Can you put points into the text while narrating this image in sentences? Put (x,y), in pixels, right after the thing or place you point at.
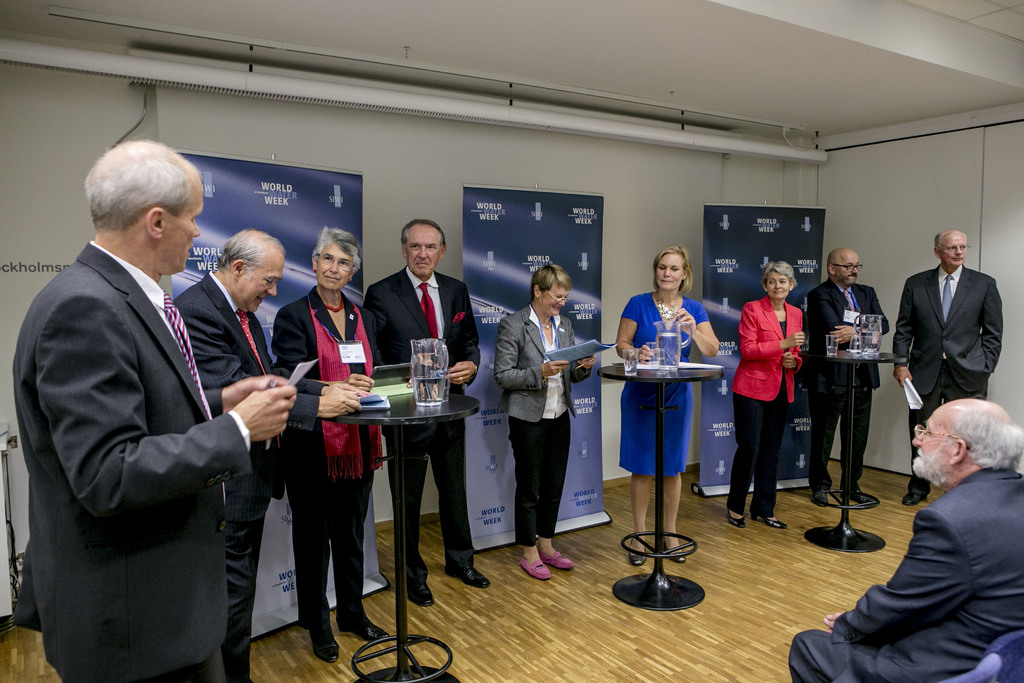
In this image we can see a group of people (556,440) standing on the floor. In that some are holding the papers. We can also see the tables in front of them containing jars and glasses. On the backside (595,336) we can see some banners (501,434) with text (582,498) on them, a wall (533,171) and a roof (633,77). On the right side (995,584) we can see a man (971,591) sitting.
